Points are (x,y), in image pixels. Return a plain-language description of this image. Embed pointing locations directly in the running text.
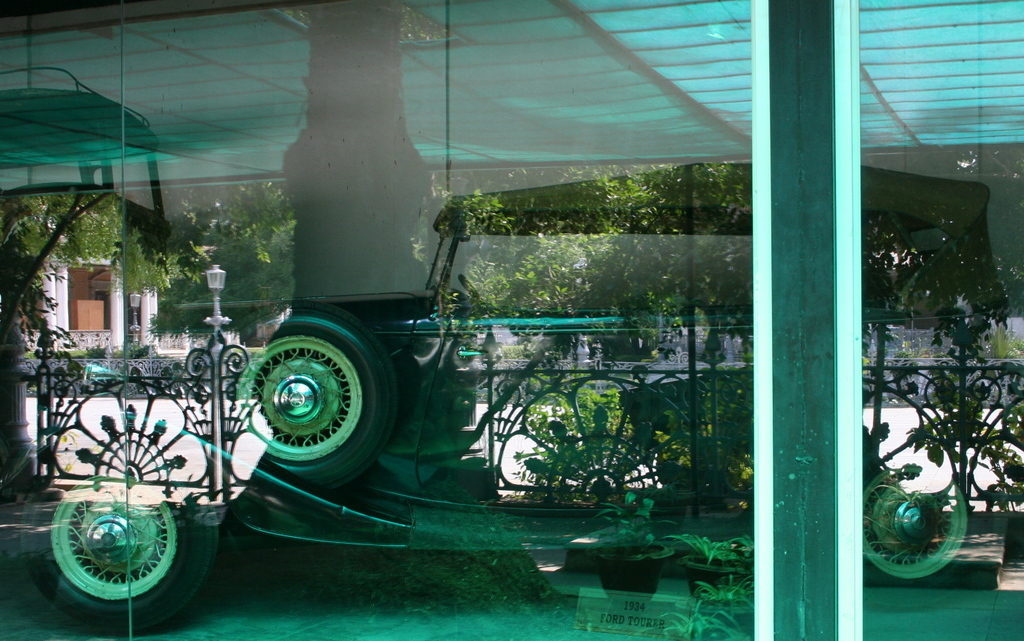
This image looks like a glass window (488,238), through the glass window (459,402) we can see some trees (181,300), poles (213,355), lights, plants (592,389) and fence (121,359). Also, we can see a building (87,331).
